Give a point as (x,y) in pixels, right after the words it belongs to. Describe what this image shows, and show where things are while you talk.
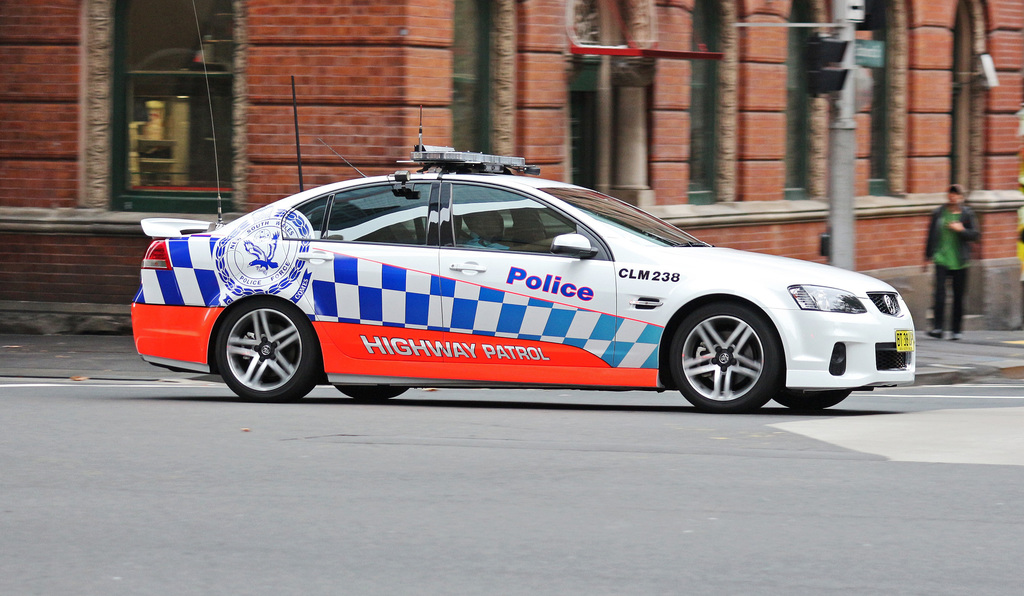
In the foreground (360,252), I can see a car (581,307) on the road (771,424) and two persons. In the background (633,140), I can see buildings (640,158), light poles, windows (878,132) and boards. This image taken, maybe during a day.
